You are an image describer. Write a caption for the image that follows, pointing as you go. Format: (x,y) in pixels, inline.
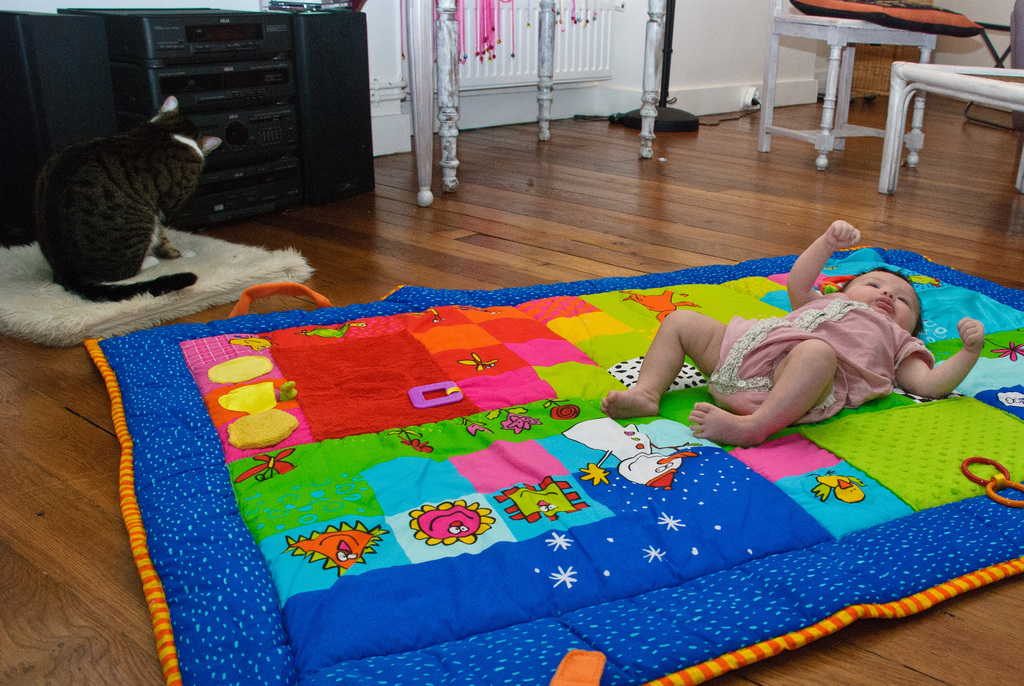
In this image there is a baby (726,322) laying on the colorful carpet (450,343) which is on the floor (497,263), there is a cat (53,210) in another carpet (219,270), and in the back ground (274,17) there is tape recorder (289,155), speakers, table (549,7), chairs (910,0), bag (876,1), stand (997,30).
